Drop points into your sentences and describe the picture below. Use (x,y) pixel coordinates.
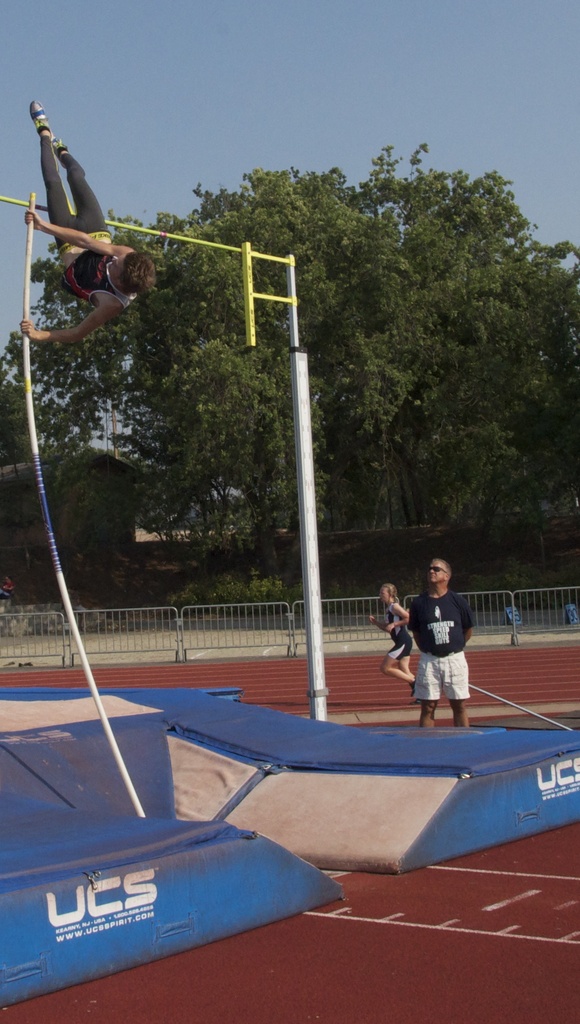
On the left side of the image (113,264) we can see a person (114,271) doing a pole jump. At the bottom (131,760) we can see a landing mat (310,780). In the background (432,680) there are people (400,639), fence (237,621), trees (263,421) and sky (381,60).
